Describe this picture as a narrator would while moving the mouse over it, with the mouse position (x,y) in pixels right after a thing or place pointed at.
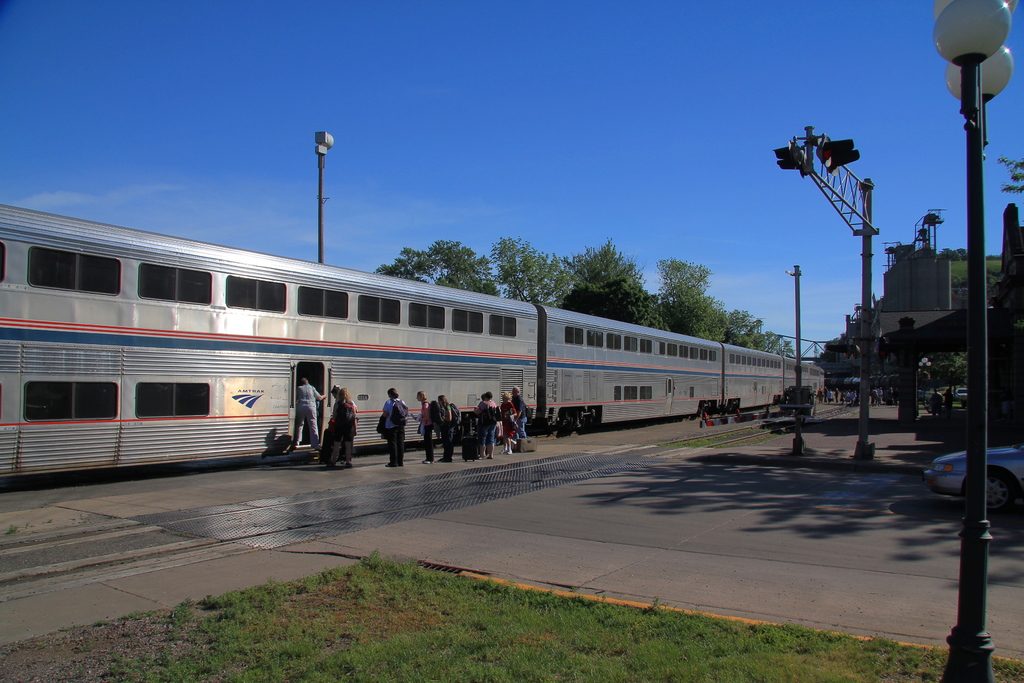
In this picture I can see there is a train (470,411) and there are few people (422,423) boarding the train (279,376), there is a vehicle (948,484) on the right side (999,461), there is some grass (668,618) on the floor (335,528). There are few trees (631,280) in the center (512,272), buildings (937,277) to the right (905,367) and the sky (260,99) is clear.
